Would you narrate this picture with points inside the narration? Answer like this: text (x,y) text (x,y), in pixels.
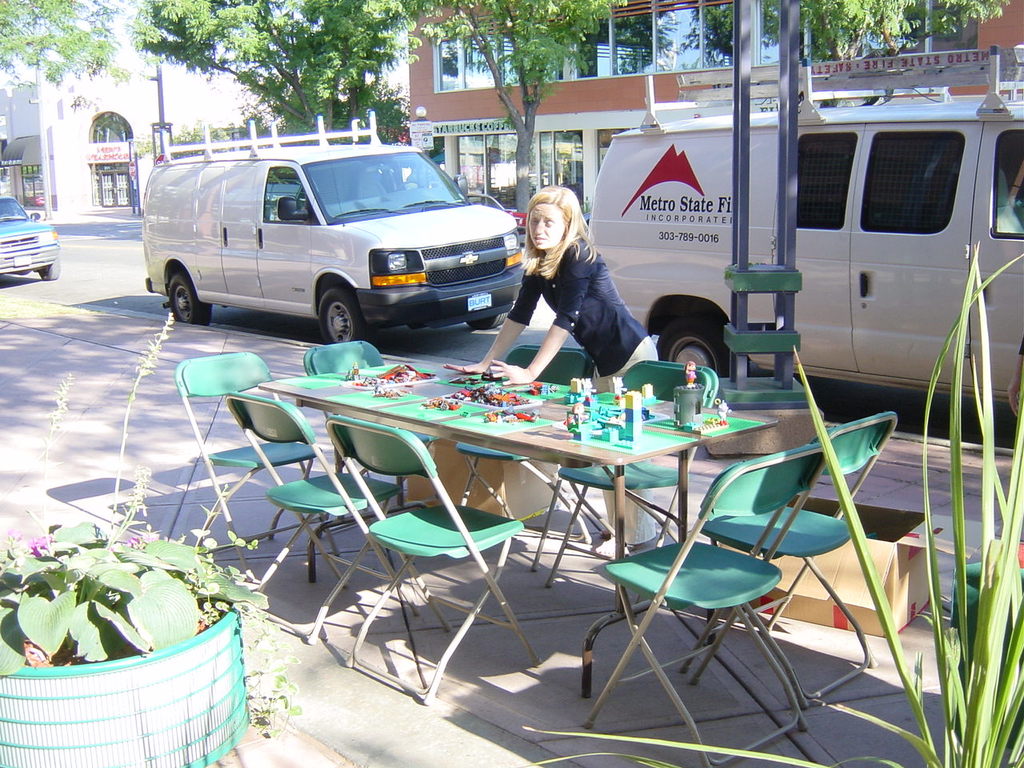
In this picture we can see a lady (577,289) who is standing near a table (488,431) and some chairs (556,471) around the table (514,394) and on the table (505,419) we have some things (541,390) and beside her there is street (531,336) on which there are some cars (297,147) and plants (301,124).
